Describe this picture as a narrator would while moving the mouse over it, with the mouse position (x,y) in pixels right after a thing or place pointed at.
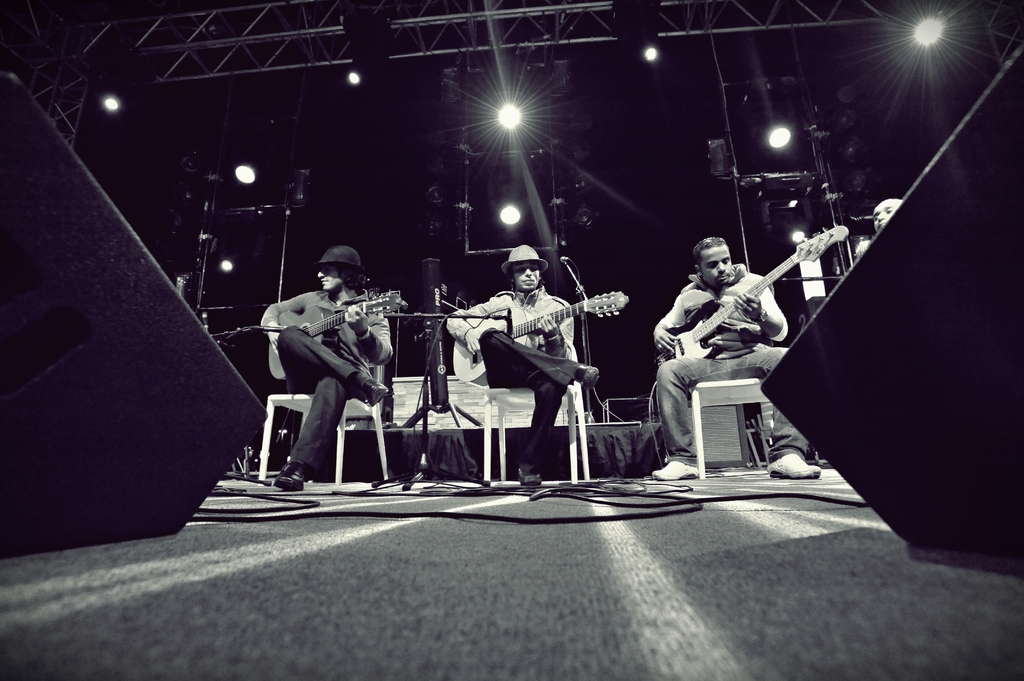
In this picture we can see three people (544,344) are playing guitar (313,325) in front of the microphone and they are seated on the chair (500,435), in the background (774,191) we can see couple of lights (774,207) and metal rods (603,39).
